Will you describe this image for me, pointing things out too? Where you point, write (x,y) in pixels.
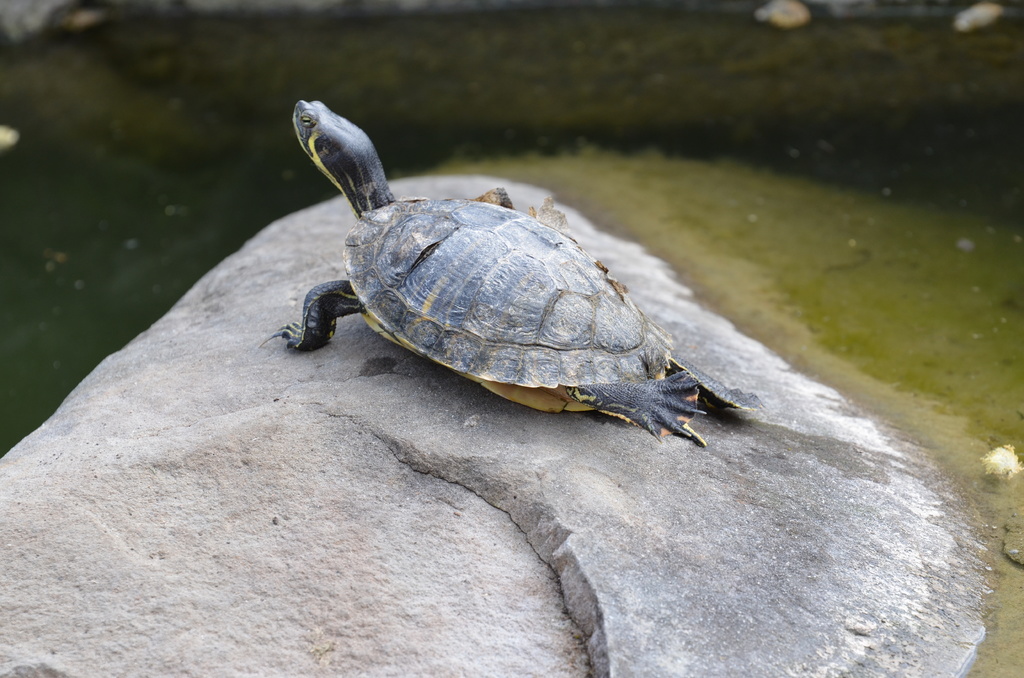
In this image, we can see a rock (460,521) in the water (882,136). There is a turtle (521,303) in the middle of the image (520,270).
